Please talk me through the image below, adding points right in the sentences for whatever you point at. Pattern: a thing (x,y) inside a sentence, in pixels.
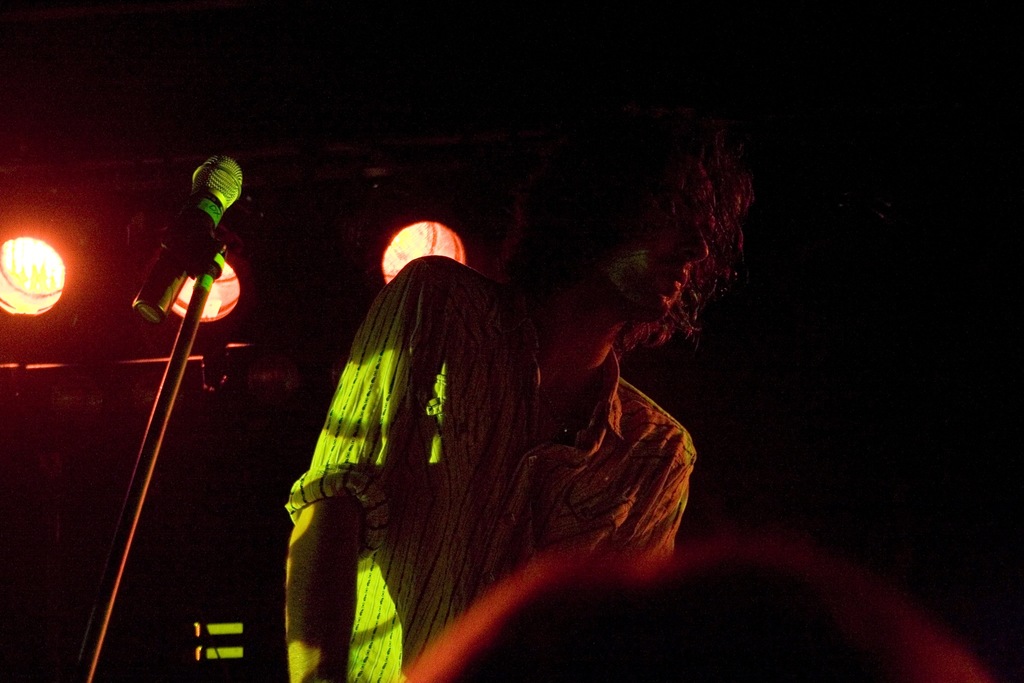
In this image there is a person (400,377) and there is a mic (218,215), behind the person (394,446) there are a few focus lights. At the bottom of the image (632,597) it seems like a head (613,613) of a person (618,641). The background (74,532) is dark.
